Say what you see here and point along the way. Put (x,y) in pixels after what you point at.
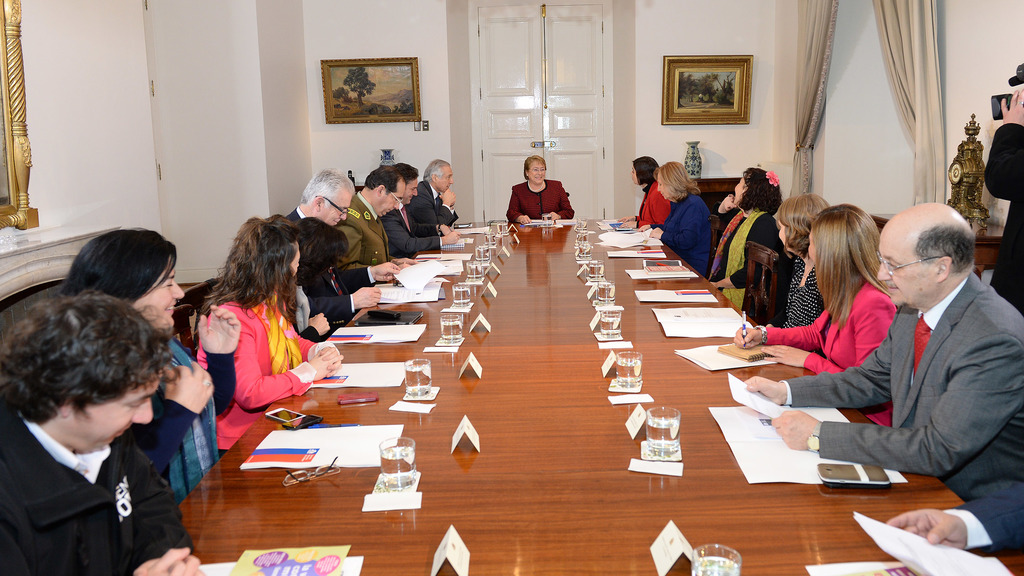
In this picture there are group of people (734,280) who are sitting on the chair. There is a glass (418,382) on the table (440,406) and name plates (462,423) on the table (460,449). There is a mobile phone (301,417) and a file (348,438) on the table (653,333). There is a woman (797,326) who is holding a pen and writing on the paper (742,356). There is a frame (359,93) on the wall (350,19) and there is another frame (712,100) on the wall (771,144). There is a person (1012,156) who holds a camera (1010,95) in his hand (1005,110) to the right side (995,101). There is a white curtain (816,85).
